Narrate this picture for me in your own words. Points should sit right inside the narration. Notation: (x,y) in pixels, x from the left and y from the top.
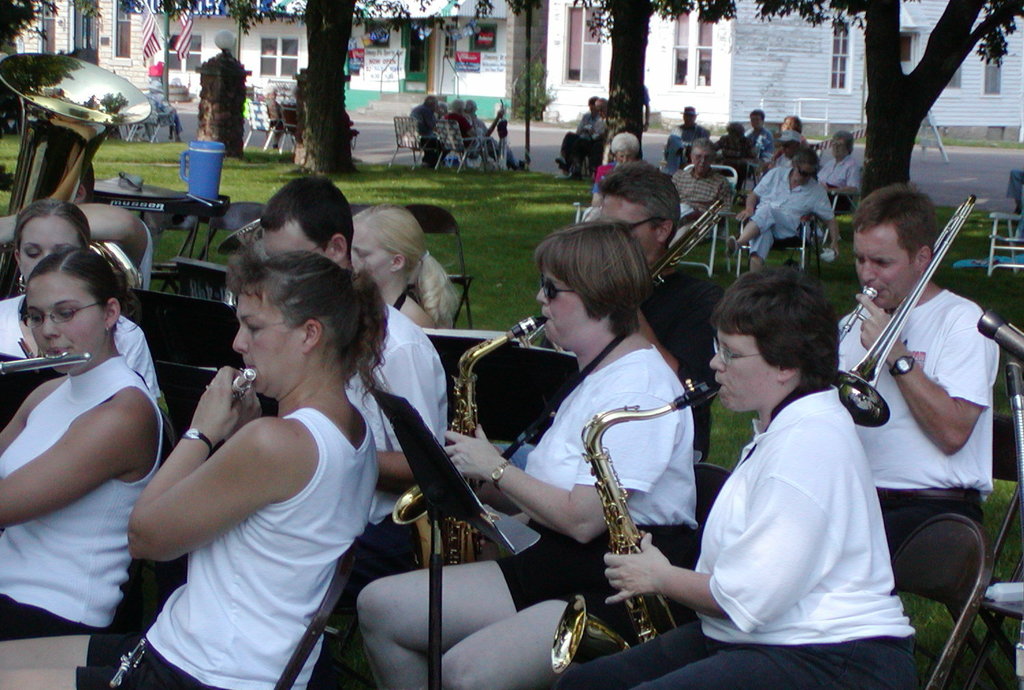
In this picture, we see people (300,516) sitting on the chairs (1007,618) are playing flutes (0,363), saxophones (465,427) and trombones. Behind them, we see people (278,202) sitting on the chairs (739,217) and holding musical instruments (669,262) in their hands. Beside them, we see a jug (205,167) in blue color. In the background (200,64), we see buildings (553,79) and trees (923,103). In the left top of the picture (141,49), we see a flag (187,53) in red, white and blue color.
